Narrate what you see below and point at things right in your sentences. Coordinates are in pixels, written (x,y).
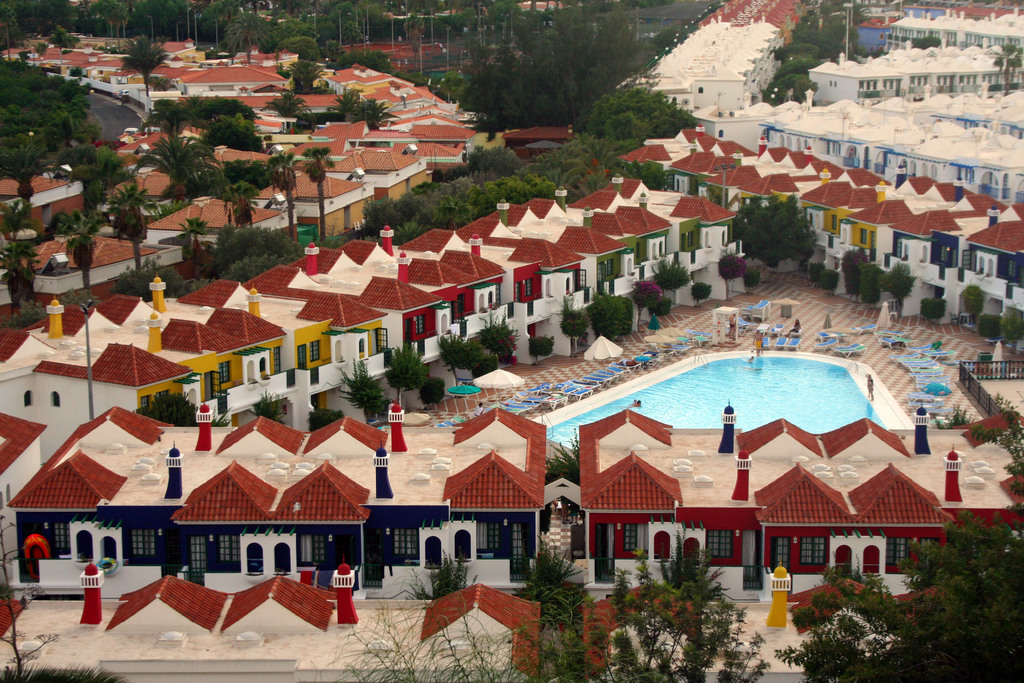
In this image we can see many buildings (935,148) and trees (454,347). In the center (678,414) there is a swimming pool (692,407) and we can see parasols (507,379) and chairs (768,345).
